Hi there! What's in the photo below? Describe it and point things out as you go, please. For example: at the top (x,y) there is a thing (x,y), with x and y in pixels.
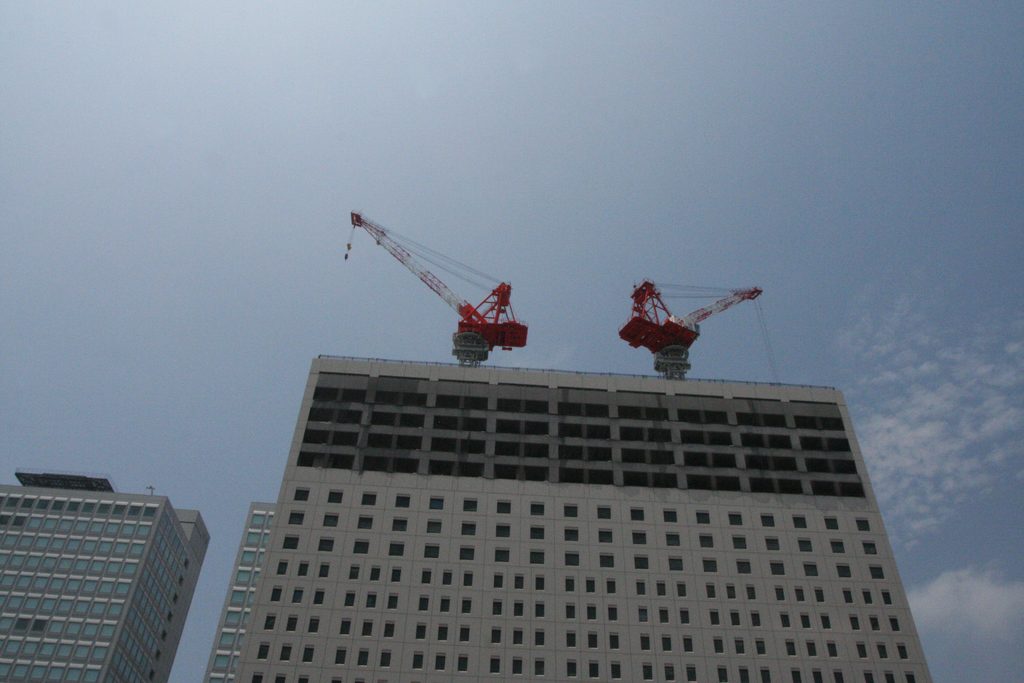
In this image we can see some buildings (535,449) with windows (624,432). We can also see two cranes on a building (514,425) and the sky (867,152) which looks cloudy.
